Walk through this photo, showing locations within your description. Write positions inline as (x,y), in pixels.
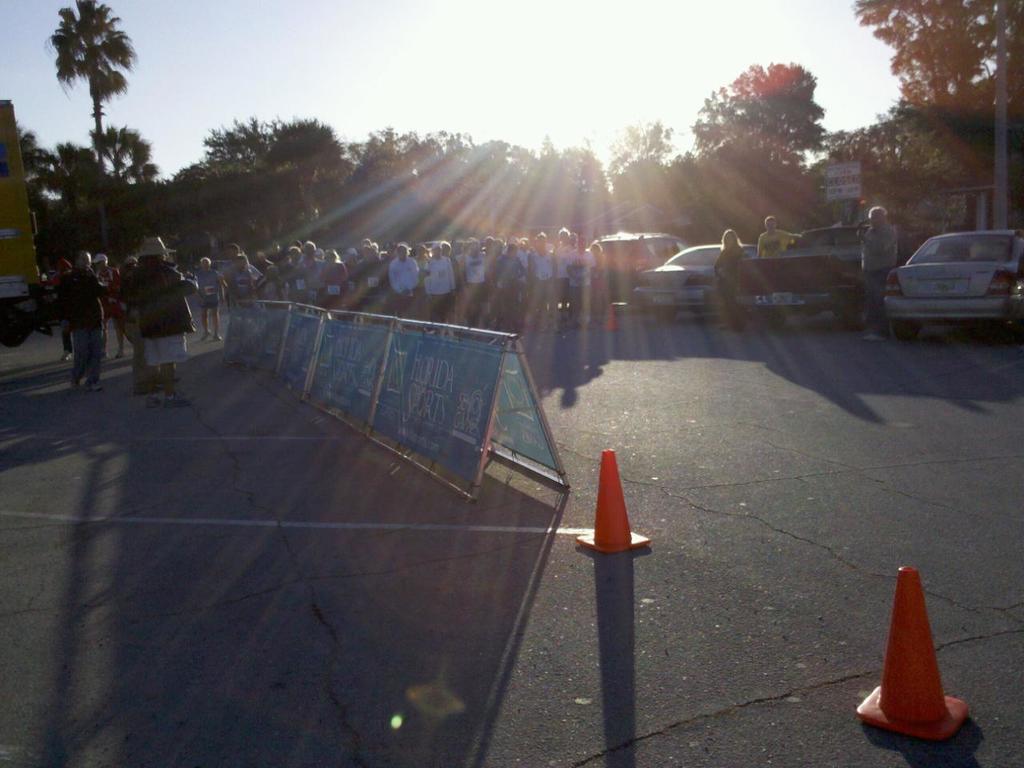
This image is taken during the evening time. In this image we can see the people (428,252) standing on the road (449,601). We can also see the barrier (399,352), some safety cones (607,541) and also the vehicles (1004,268) and text board (848,189) and also the pole (1003,87). We can also see the trees (380,196) and also the sky (275,25).
